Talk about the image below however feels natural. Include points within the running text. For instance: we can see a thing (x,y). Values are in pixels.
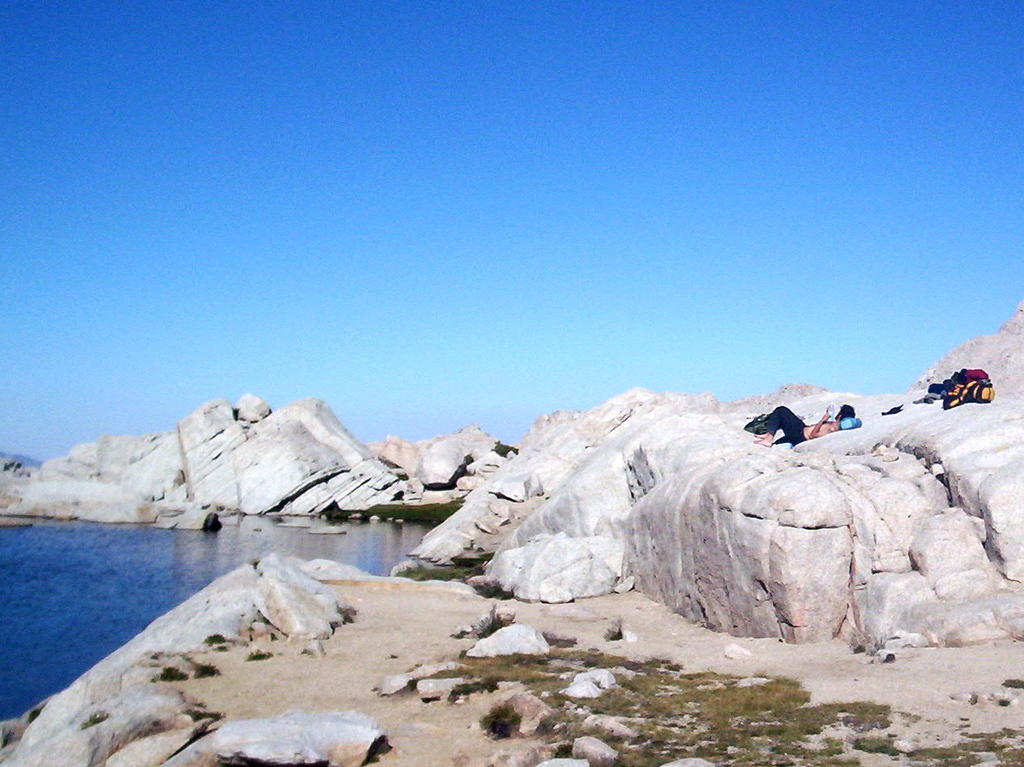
In this image I can see the rocks (356,462). On the left side (143,542) I can see the water (196,567). At the top (486,181) I can see the sky (413,172).
